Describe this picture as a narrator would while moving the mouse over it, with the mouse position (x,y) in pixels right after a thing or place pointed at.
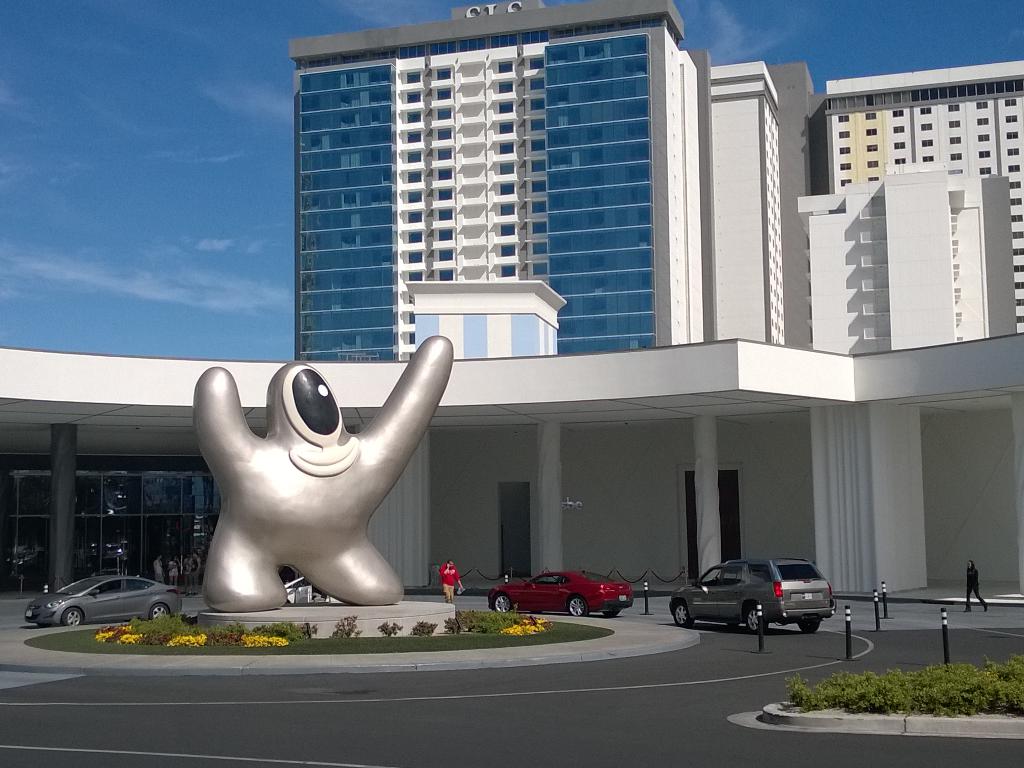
In the foreground (797,711) I can see plants (272,631), fence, grass (350,649), poles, fleets of vehicles (87,593), group of people (170,563) and a statue (279,552) on the road (699,742). In the background (476,572) I can see buildings (421,564), pillars (554,512), windows (566,282), board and the sky (252,205). This image is taken may be during a day.
